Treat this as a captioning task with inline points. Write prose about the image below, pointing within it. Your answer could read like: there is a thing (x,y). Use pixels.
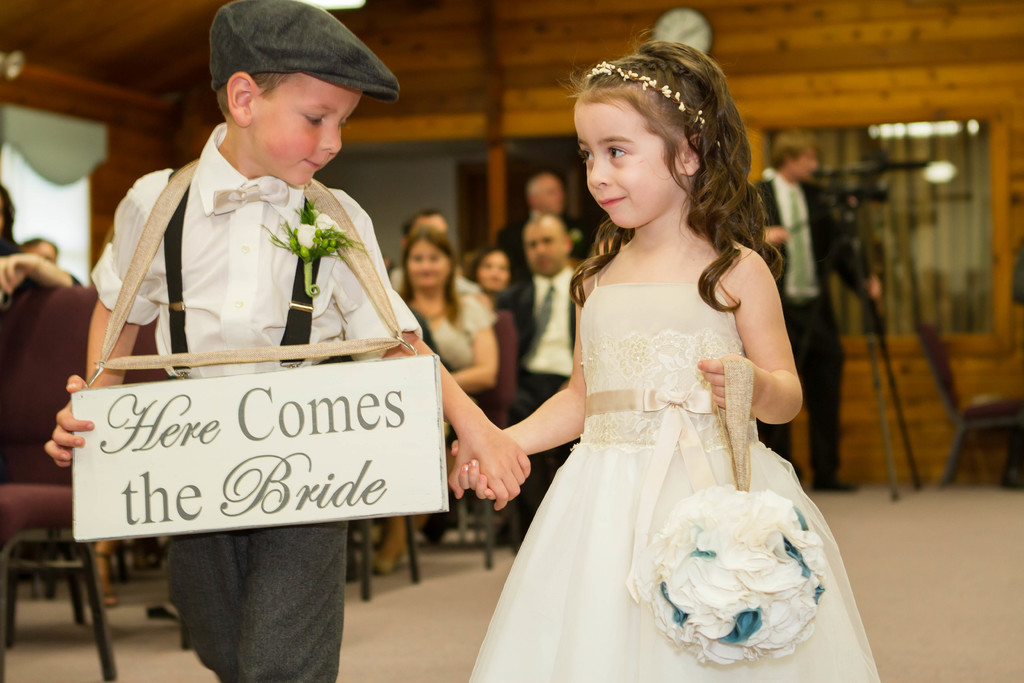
To the left side (255,253) there is a boy (248,246) with white t-shirt (221,256) wearing a cap (273,68) on his head (257,101). He is holding a board (169,413) in his hands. Beside him there is a girl (616,361) with white frock (585,581) and bouquet (748,598) in her hands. In the background (477,287) there are some people (473,303) sitting on the chair (513,348). In the right side (825,238) there is a man (823,236) with black jacket (823,242) holding a video camera (867,181) in his hands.
